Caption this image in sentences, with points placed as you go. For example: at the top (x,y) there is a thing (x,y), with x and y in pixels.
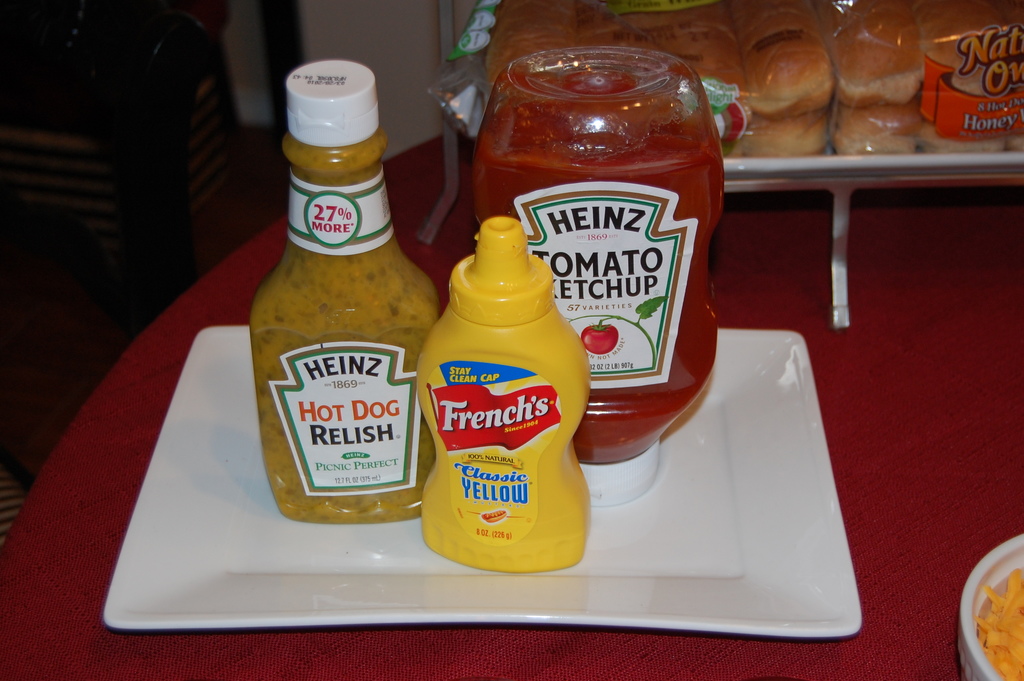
In this image I can see three bottles (562,348) which sauces (368,334) in them in a plate (680,498), i can see a table (885,454) on which there is a bowl (989,662) of cheese (1001,651) and few breads (790,139) in the packet (832,106). In the background (398,42) can see the wall (409,34).
